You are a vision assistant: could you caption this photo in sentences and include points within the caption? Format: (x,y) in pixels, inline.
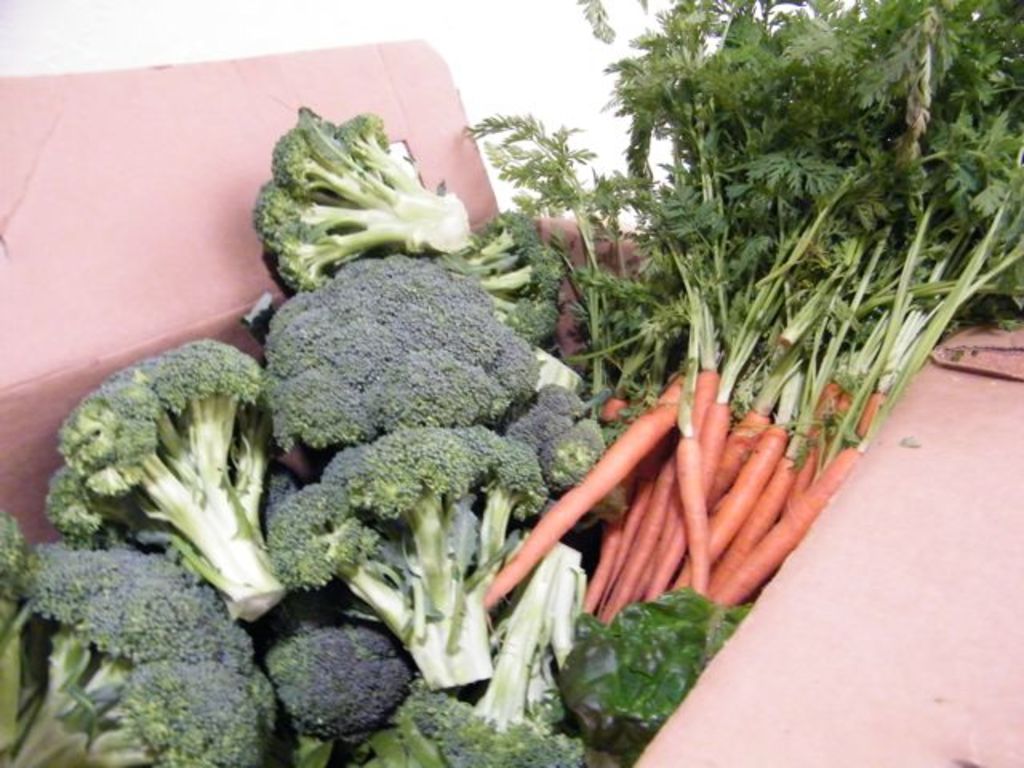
This image consists of raw vegetables (397,431) in the carton box (845,561) which is in the center (603,477).
